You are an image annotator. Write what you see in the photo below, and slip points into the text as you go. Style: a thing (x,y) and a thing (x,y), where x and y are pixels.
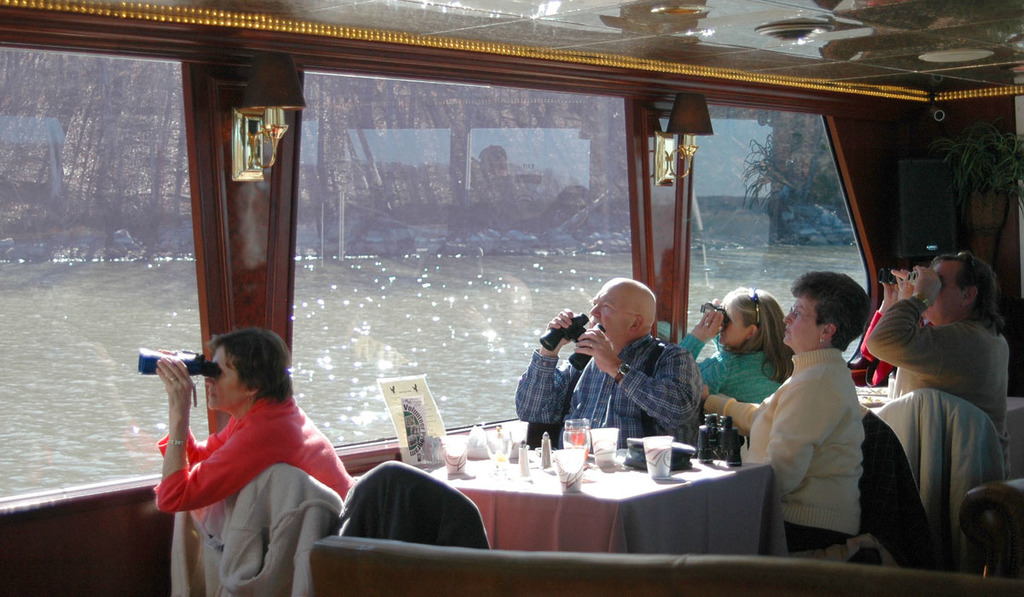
the picture is about having a holiday trip, there are many people (731,388) sitting over here in chairs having binoculars (199,368) in their hand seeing the view (44,431) outside the window (317,371), there is a water (336,350) present here.
